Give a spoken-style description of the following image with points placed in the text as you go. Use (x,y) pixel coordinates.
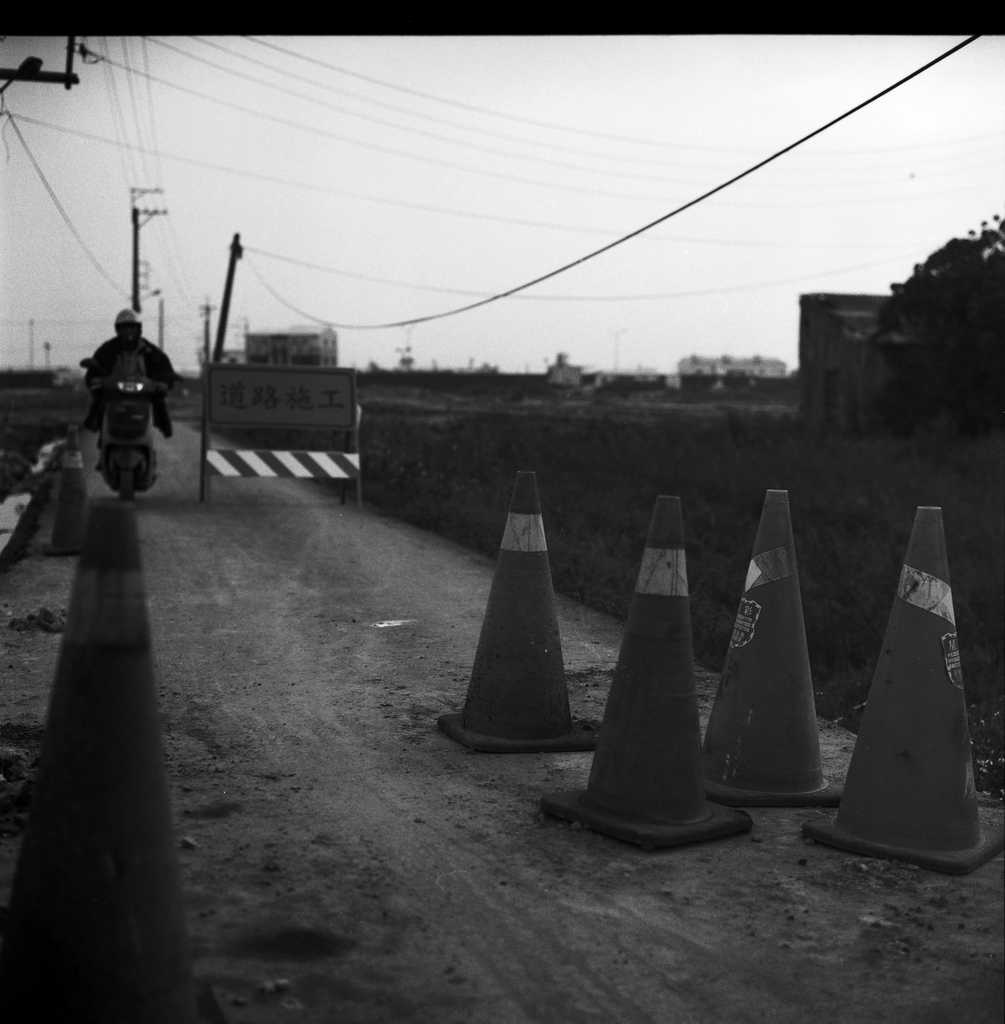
At the bottom of the image (933,714) there are some road divider cones (893,787). In the middle of the image (338,472) there is fencing (292,398) and a person (164,412) is riding motorcycle (132,427) and there are some plants (77,419). At the top of the image (21,139) there are some poles (45,80) and wires (699,242). Behind the pole (67,72) there is sky (969,167).
